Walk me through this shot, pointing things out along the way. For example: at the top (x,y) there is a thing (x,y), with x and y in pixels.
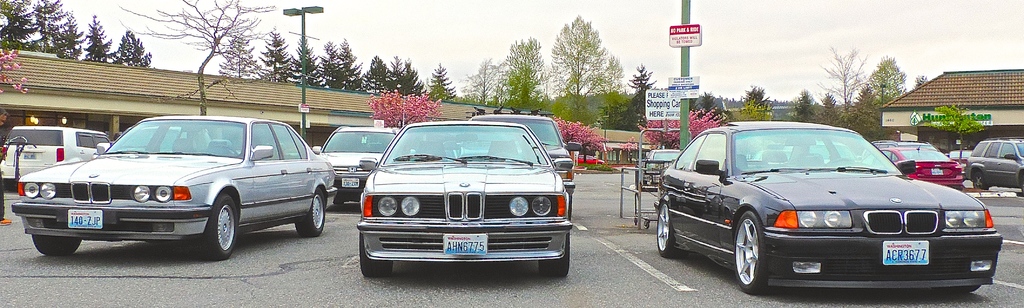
In this image I can see number of cars (341,188) on the road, few green colored poles (687,117) and few boards (667,101) attached to the poles (303,124). In the background (153,105) I can see few buildings (1001,98), few trees (390,77), few flowers (387,107) which are pink in color and the sky (774,30).
